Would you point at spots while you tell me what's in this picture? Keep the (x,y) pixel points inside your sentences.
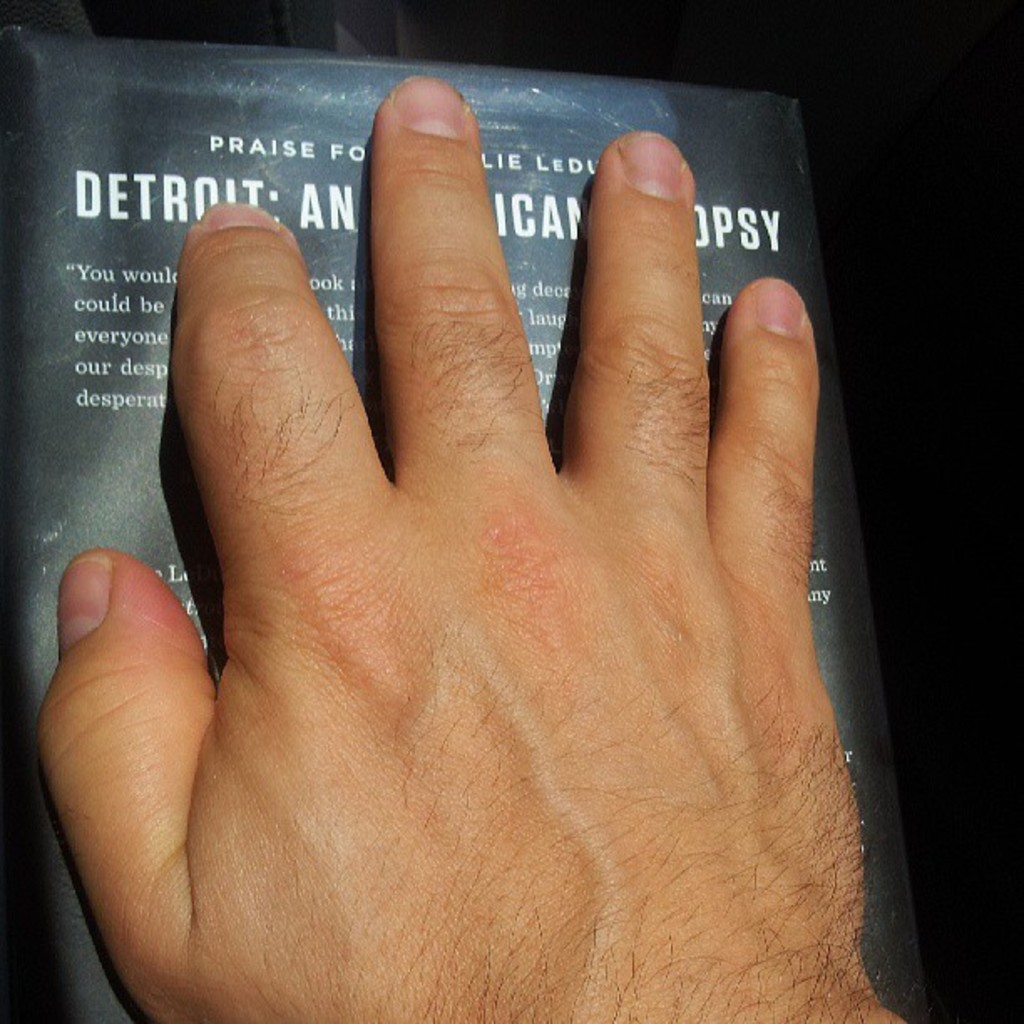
In this image we can see the hand (400,729) of a person (366,716) placed on the book (245,199).
